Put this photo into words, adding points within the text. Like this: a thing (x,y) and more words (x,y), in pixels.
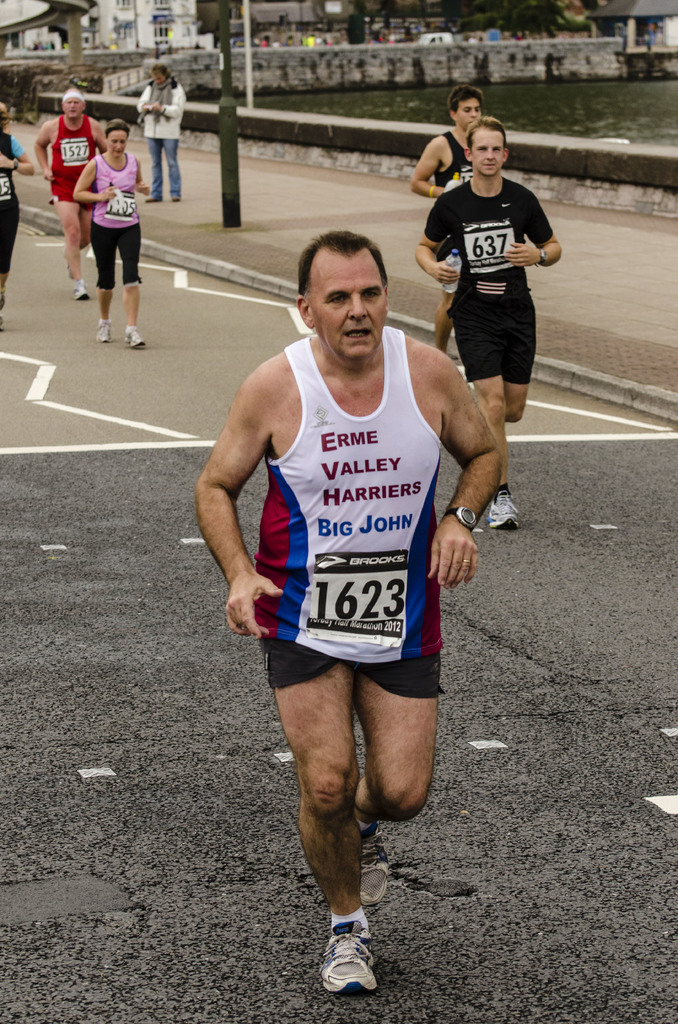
In this picture I can see some people (243,419) are running on the road (159,450). Among them some are wearing t-shirts (511,198) and some are wearing tank tops (312,379) and shorts (466,354). In the background (561,116) I can see water (527,92), poles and buildings (117,27).
